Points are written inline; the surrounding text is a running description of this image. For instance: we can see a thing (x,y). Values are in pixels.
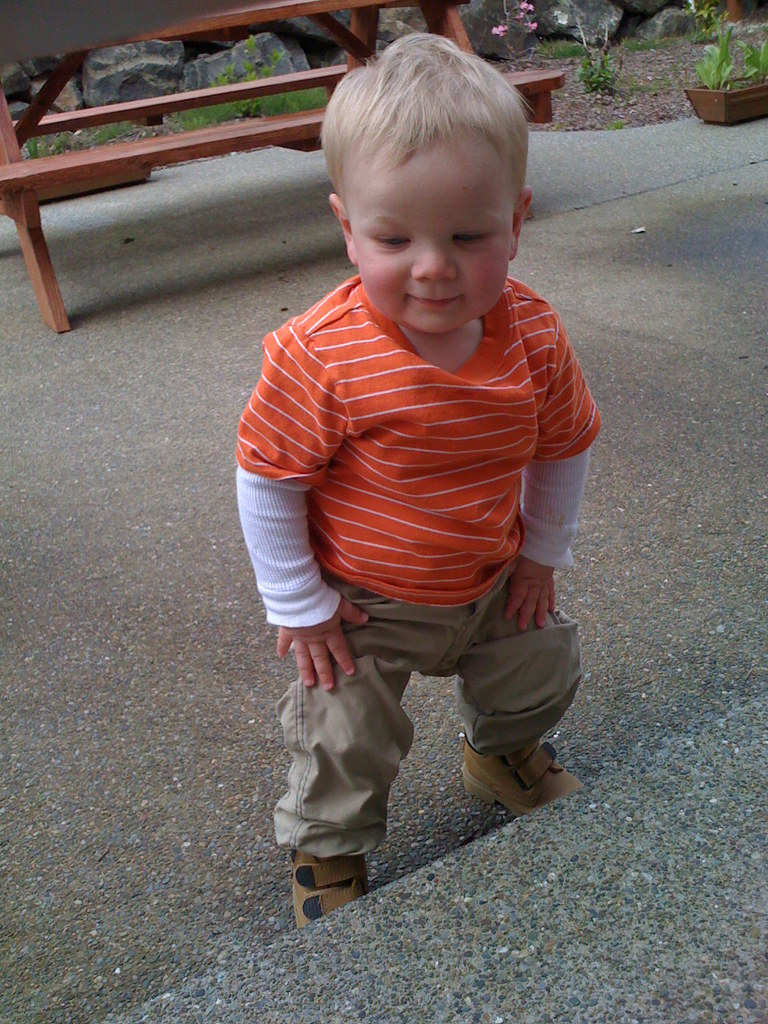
In this picture we can see a boy (477,723) standing on the ground (689,479) and smiling and in the background (137,17) we can see a bench (60,117), house plant (718,88), stones (133,97).
